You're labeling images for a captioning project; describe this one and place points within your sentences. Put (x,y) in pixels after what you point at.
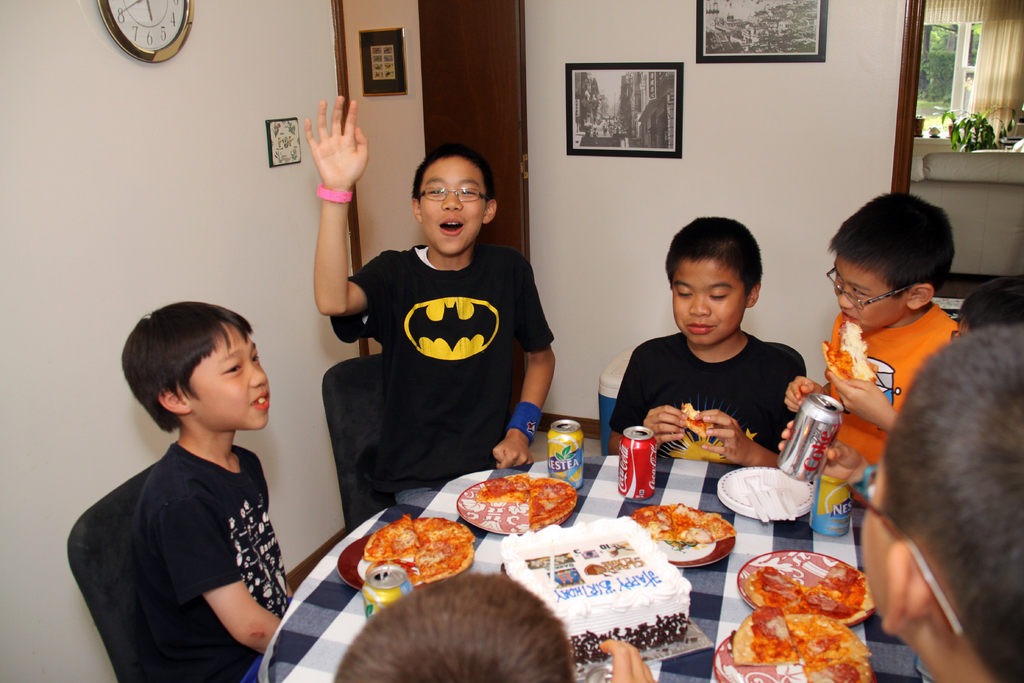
There are seven kids (434,340). between them there is a table (817,541). On the table (799,534) there are plates (746,503), forks (763,501), coke tins (632,460), pizza (564,481), Birthday cake (587,561). And to the left side wall (89,44) there is a clock (153,36). And in the middle wall (711,144) there are two frames (723,46). In the right side (1000,207) top corner there is a sofa (971,190), curtain (991,67) and window (960,74). And there is a door (475,78).
